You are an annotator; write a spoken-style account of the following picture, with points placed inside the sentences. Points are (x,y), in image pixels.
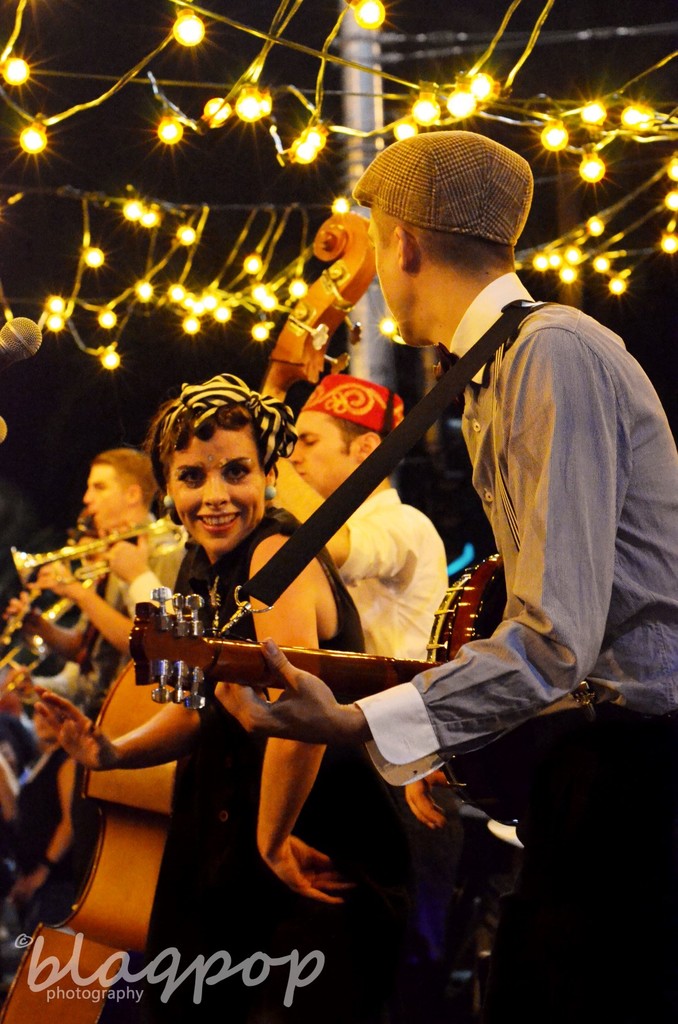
In this image in the right (537,549) one person (404,719) is playing guitar (197,659). He is wearing a blue shirt (536,378) and a cap (422,169). Beside him a lady (218,458) is dancing. And few more other people (347,431) are playing some musical instruments (48,559). On the top (189,29) there are lights (477,65).
